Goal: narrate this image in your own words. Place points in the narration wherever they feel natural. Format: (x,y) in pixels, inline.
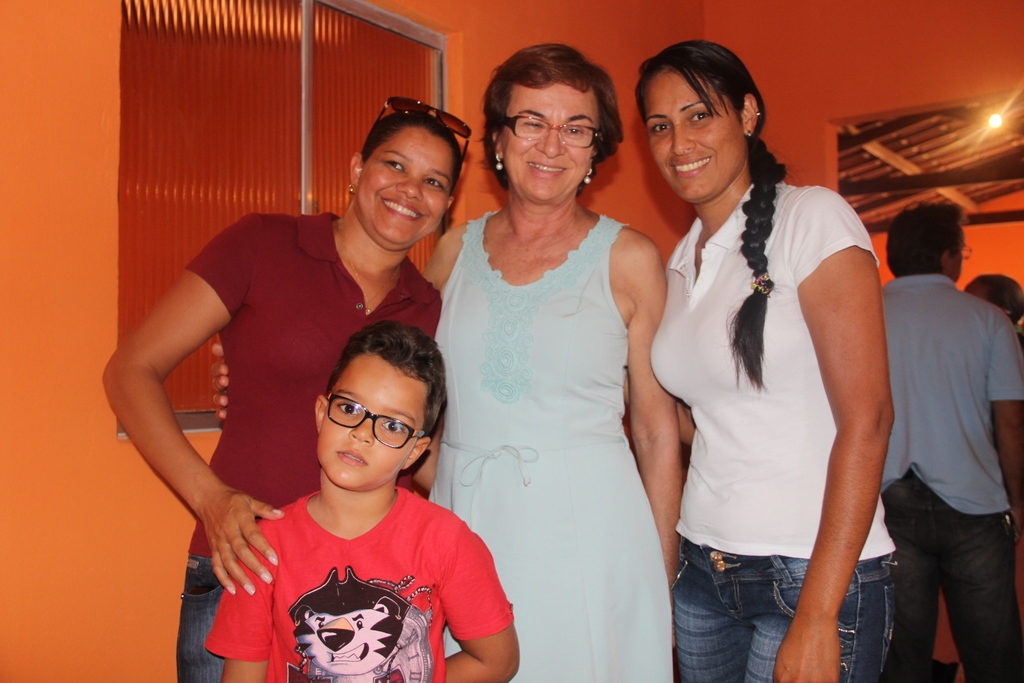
In this image in the middle (626,337) there is a woman (574,275), she wears a dress (582,248) and there is a woman (745,367), she wears a t shirt (743,481), trouser (750,624), she is smiling. On the left (340,285) there is a woman (321,313), she wears a t shirt (270,381), trouser (191,632), she is smiling, in front of her there is a boy (349,521), he wears a t shirt (373,556). On the right (932,373) there is a man (957,383), he wears a t shirt (949,489), trouser (933,571). In the middle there are some people (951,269), lights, window (328,89), roof (897,170) and a wall (795,129).
